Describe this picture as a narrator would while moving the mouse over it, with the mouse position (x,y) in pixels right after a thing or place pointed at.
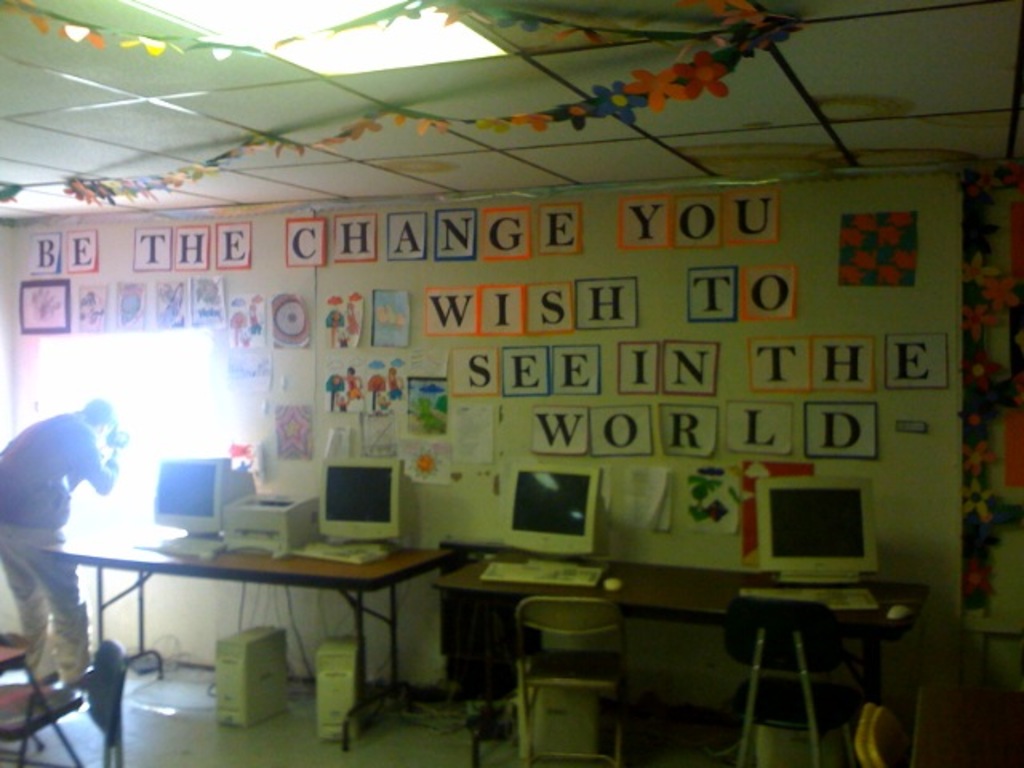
There are so many stickers (770,212) pasted on wall (589,462) and computers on table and man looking outside.
